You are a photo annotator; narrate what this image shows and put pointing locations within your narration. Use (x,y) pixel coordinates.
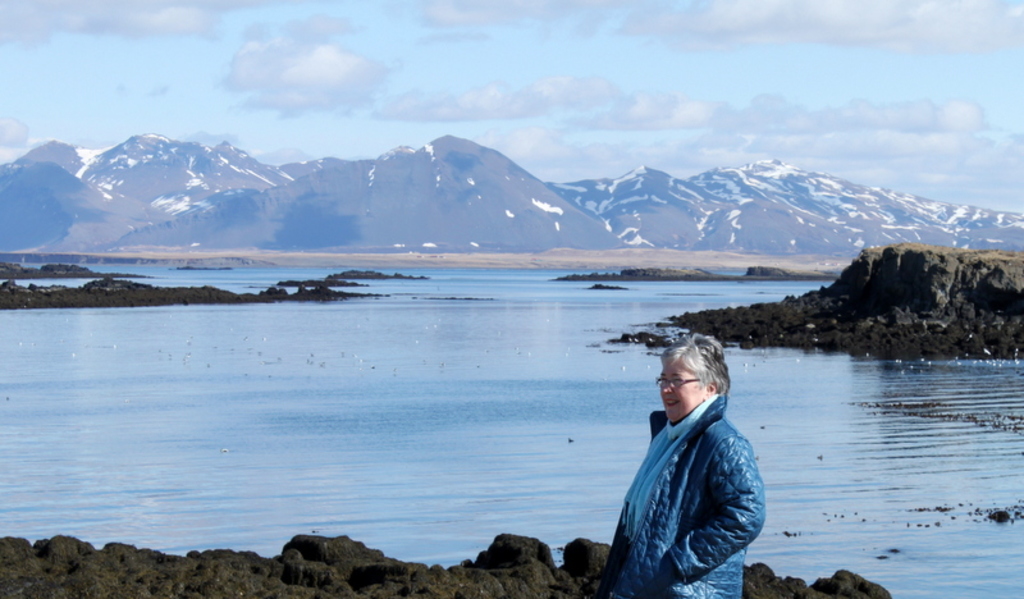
In this image I can see a woman (689,470) is standing. The woman (689,446) is wearing a jacket (680,449) and spectacles (660,382). In the background (594,285) I can see mountains (518,212), the water (467,413) and the sky (484,128).
